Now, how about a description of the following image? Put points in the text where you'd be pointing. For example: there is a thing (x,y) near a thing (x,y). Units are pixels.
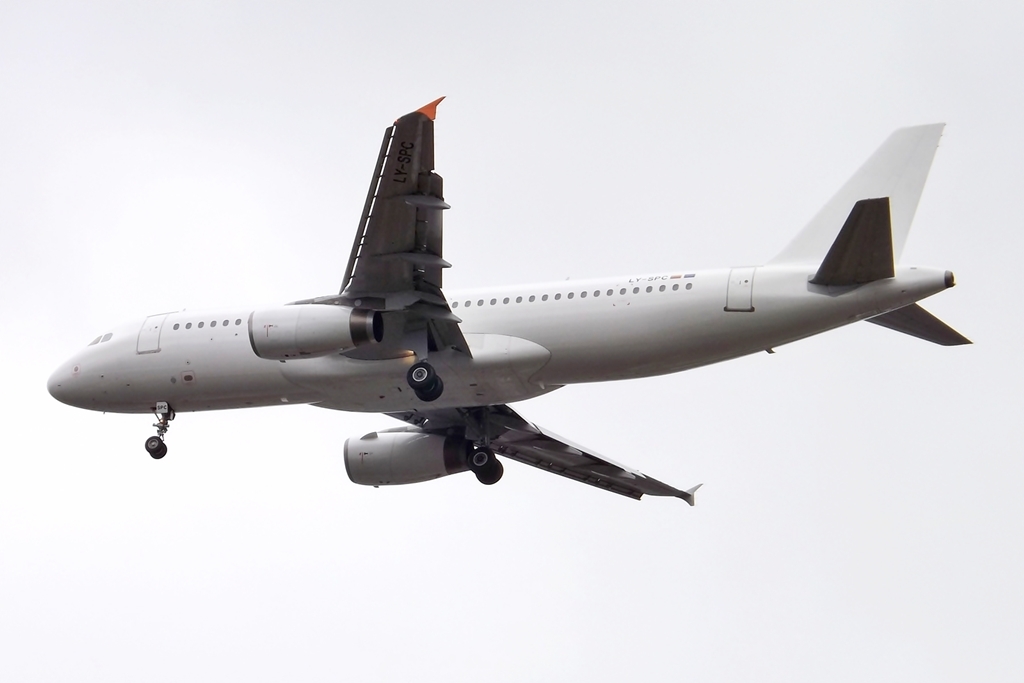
In this image we can see an airplane (542,352) in the air (241,302). In the background of the image (184,87) there is a white background (733,445).
